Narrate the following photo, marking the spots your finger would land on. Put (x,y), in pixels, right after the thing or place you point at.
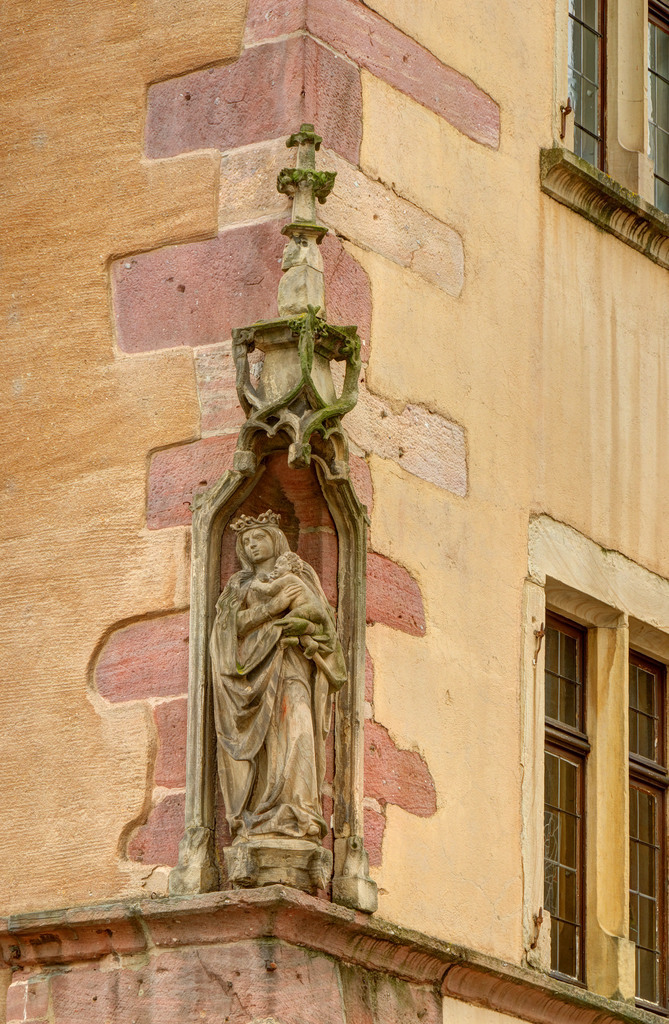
In this image there is a statue (279,604) on the wall (324,527) of a building (445,304).
